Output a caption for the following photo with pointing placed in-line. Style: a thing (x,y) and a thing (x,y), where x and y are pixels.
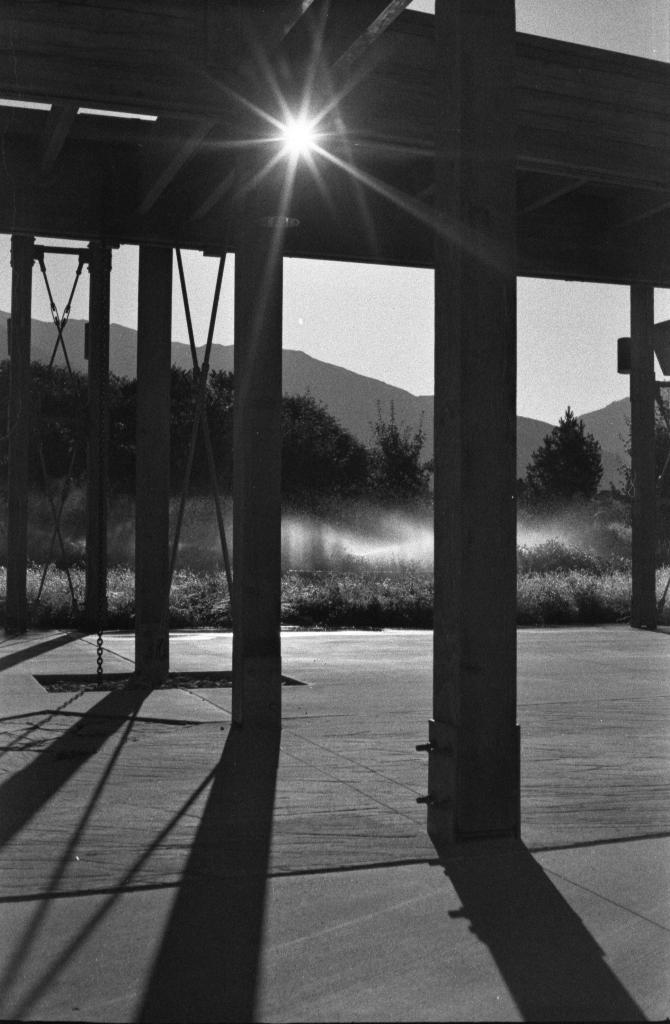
In this picture there are mountains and trees (554,498). In the foreground (467,306) it looks like a building (649,370). At the top (368,273) there is sky (325,288) and there might be sun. At the bottom (40,702) there is a floor (613,754).
